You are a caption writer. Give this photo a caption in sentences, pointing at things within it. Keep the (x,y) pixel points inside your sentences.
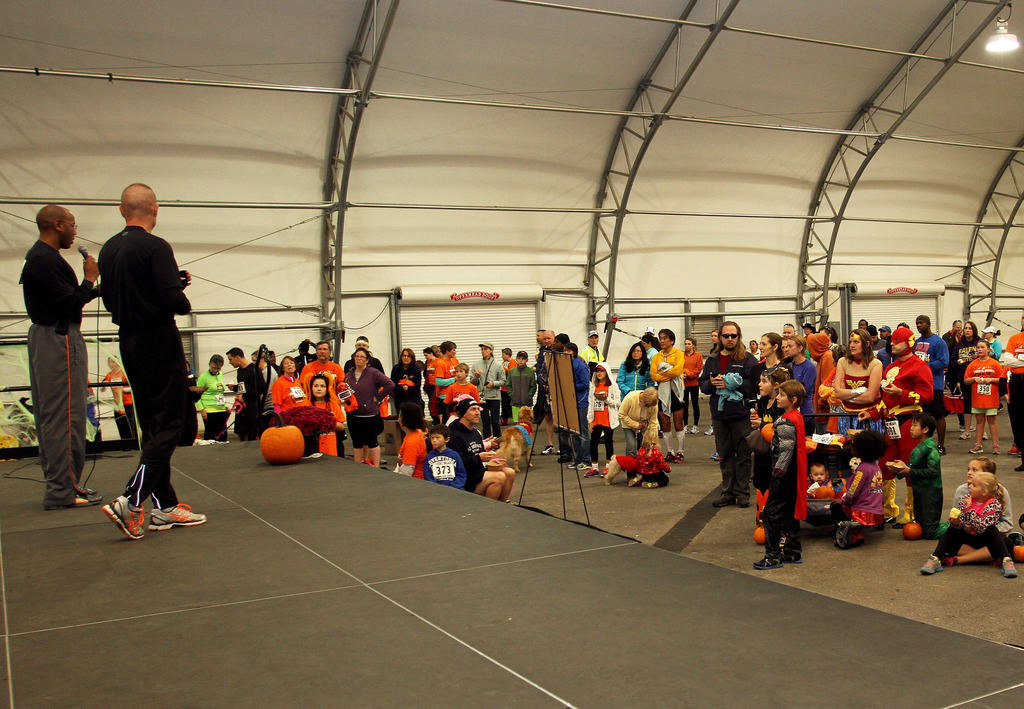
In this image we can see a few people (773,412) on the floor (678,491), among them some are standing and some are sitting, there are two persons (39,330) on the stage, among them one person (69,299) is holding a mic (81,248) and also we can see some objects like board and some other, at the top of the image (915,104) we can see some metal rods (353,49) and a light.
